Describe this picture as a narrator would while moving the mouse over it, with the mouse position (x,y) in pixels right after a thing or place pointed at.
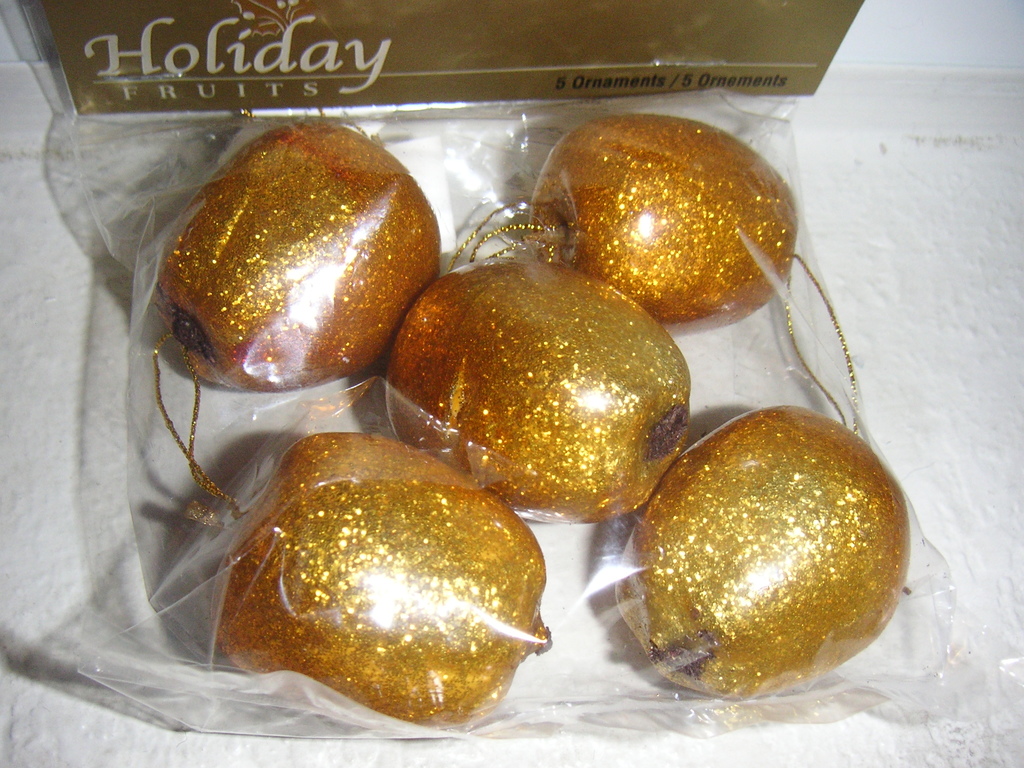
In this image we can see some objects (369,465) which looks like decorative items (653,455) and we can see some text (107,38) on the paper (107,38) and the background (13,342) is white in color.
